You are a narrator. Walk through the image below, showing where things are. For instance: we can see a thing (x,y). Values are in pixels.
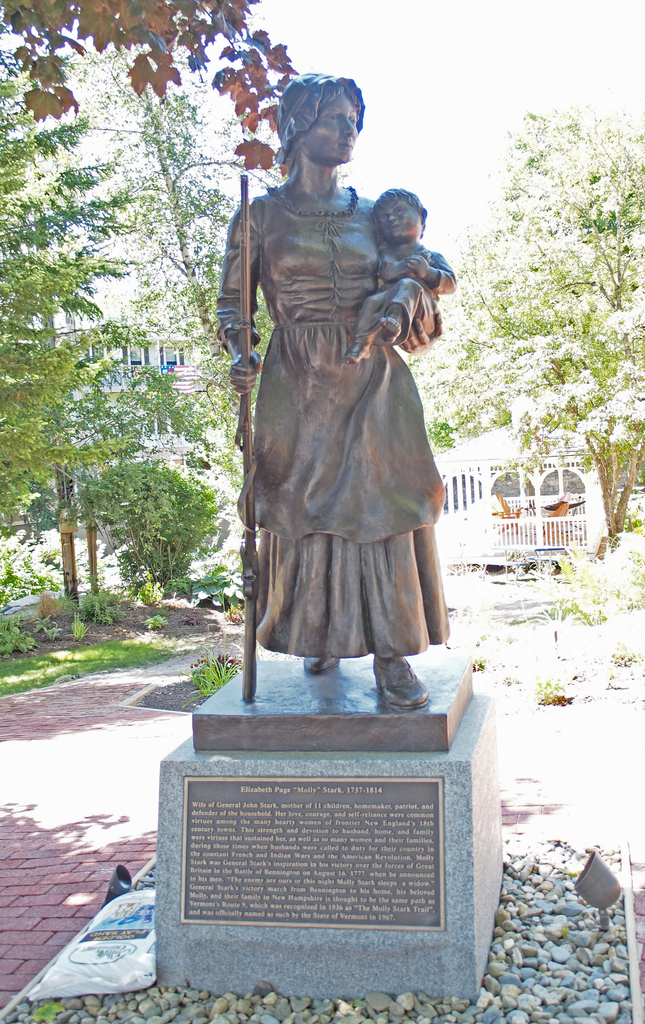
In the center of the image (338,570) there is a statue (401,525). At the bottom (247,815) there is a pedestal (346,820) and stones (296,1002). In the background (89,226) there are trees (574,357), buildings (577,524) and sky (534,62).
